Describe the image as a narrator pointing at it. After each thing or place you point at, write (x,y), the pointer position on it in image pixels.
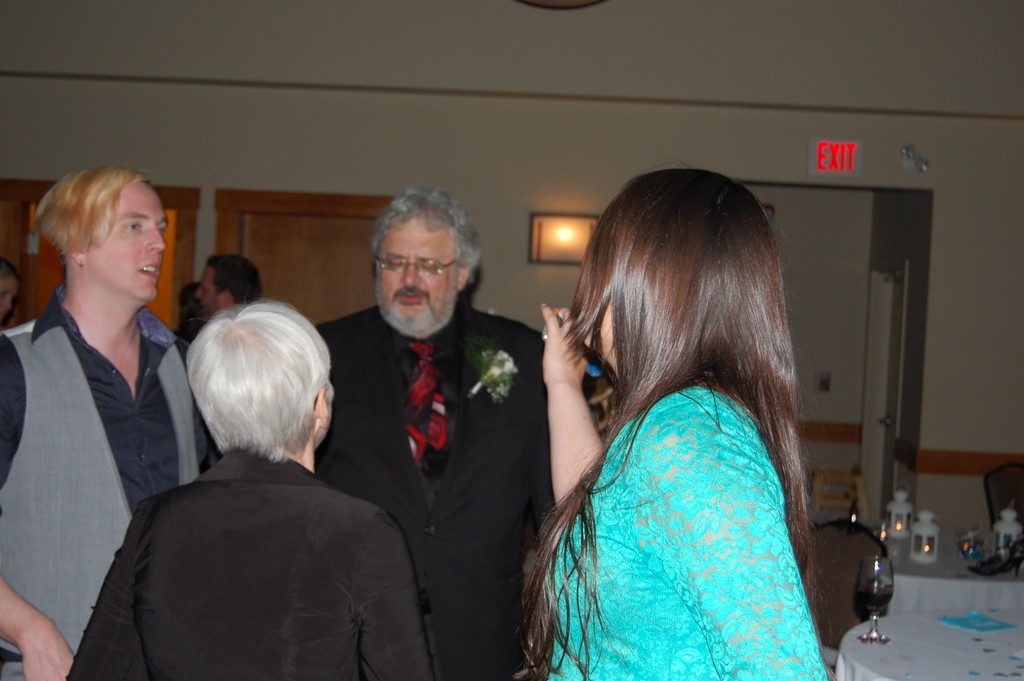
In this image in front (599,679) there are people (599,658). On the right side of the image (869,661) there are tables (921,592). On top of it there are glasses (880,572), lamps (935,547) and a few other objects (959,623). In the background of the image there are doors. There is a light (584,216) and a exit board (844,147) on the wall (746,90).
